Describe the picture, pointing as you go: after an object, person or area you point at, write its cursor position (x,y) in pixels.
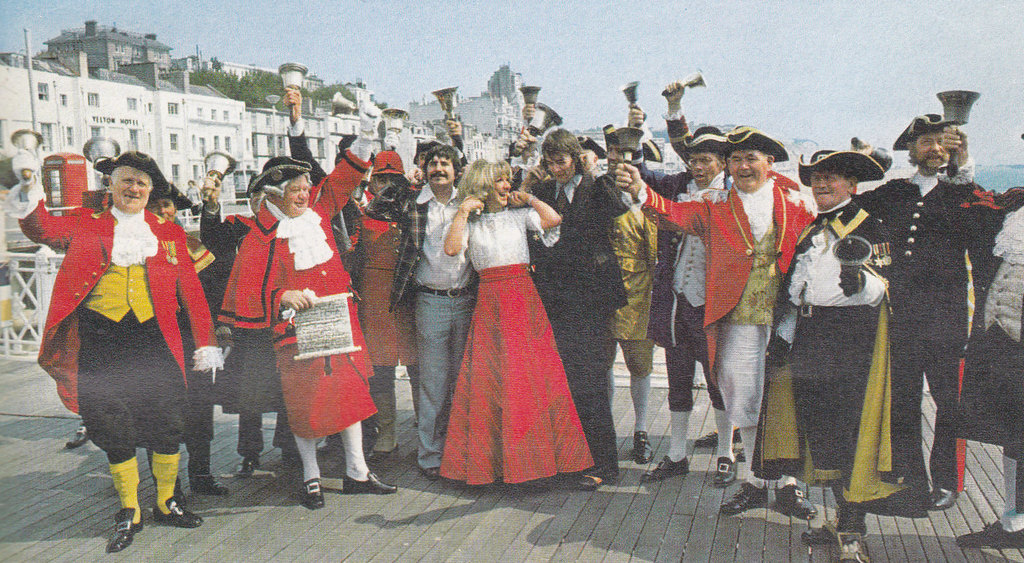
Here are some group of people (435,319) standing. In the middle of them there is a woman (502,259) who is wearing a white top (505,251) and a red skirt (504,315) and she is laughing. To the left of her there is a guy (431,295) wearing a coat (414,247), shirt (435,247) and a pant (436,334). In this group (437,314) to the very left there are some men (122,335) who are in red colour dress (87,269) and a white colour cloth (129,242) in their neck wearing hats (148,169) on their head (292,182). Mostly men (280,175) in this group (280,175) are wearing hats (284,171) and most of them are holding something (348,102) in their hands (371,123). To the right of this group (139,228) there are some people (808,366), there are some men (905,349) in black dress (931,267). They are also wearing hats (859,162) on their head (931,150). Every guy (906,398) in this group (839,396) is wearing shoes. Behind this group (215,193) there is a large building (213,122). On the top of the building (238,118) there are some trees (259,85) and we can observe the sky (358,37) here.
